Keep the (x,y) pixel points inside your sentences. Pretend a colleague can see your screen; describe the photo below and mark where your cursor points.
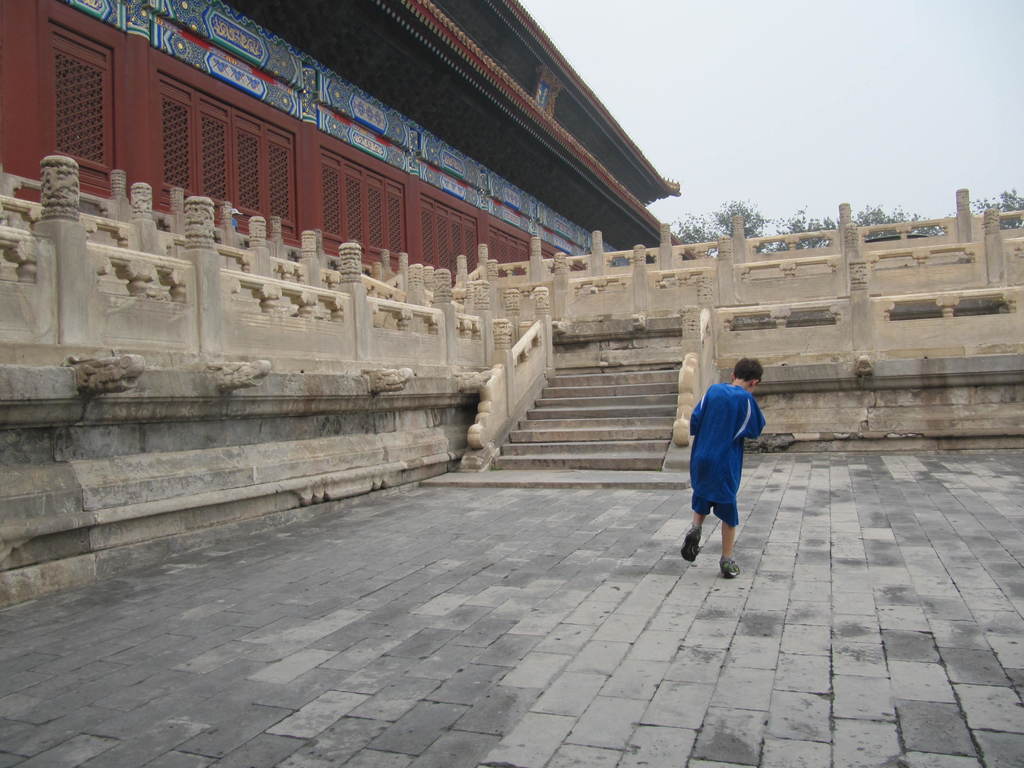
In this image we can see a person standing on the ground (681,666). We can also see a building (477,221) with windows (436,224), the walls (383,354), poles (698,316), staircase (678,384), some trees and the sky (813,65) which looks cloudy.
